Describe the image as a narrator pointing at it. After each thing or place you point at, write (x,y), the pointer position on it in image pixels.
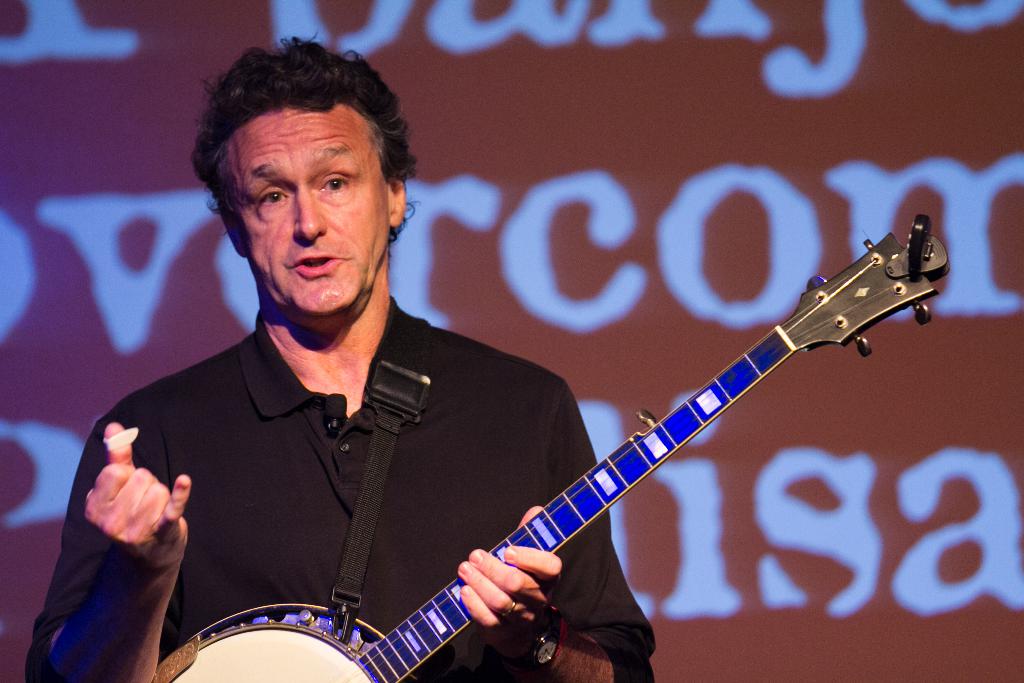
In this image we can see a man (433,537) standing and holding a musical instrument (350,641). In the background (859,425) there is a board (873,519).
